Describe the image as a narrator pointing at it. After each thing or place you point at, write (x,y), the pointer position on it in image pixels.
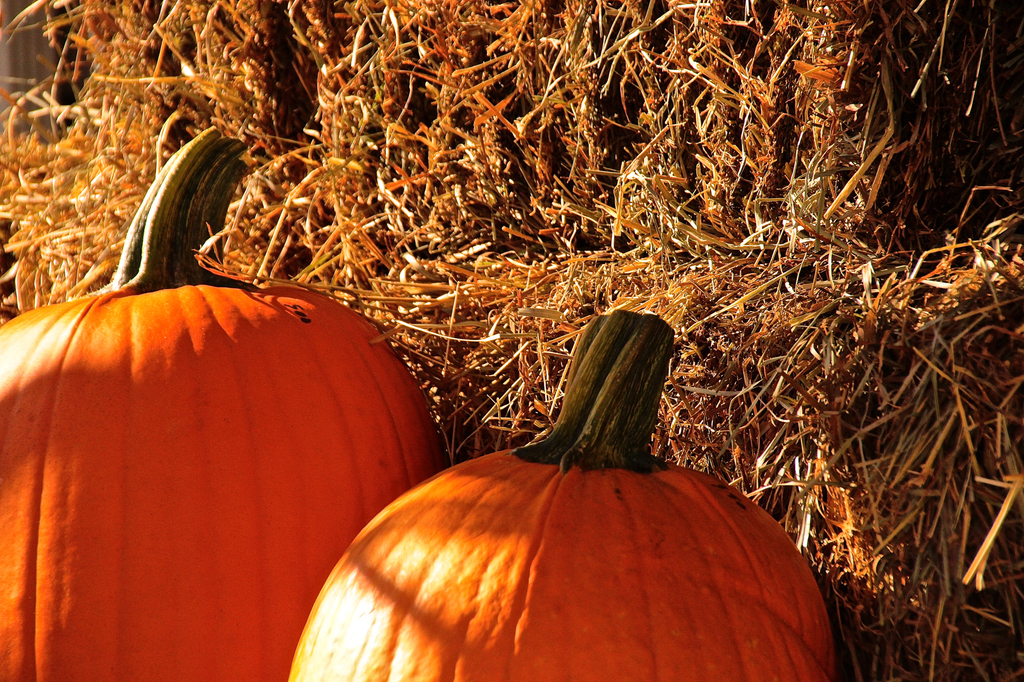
In this picture we can see two pumpkins (277,457) in the front (312,400), in the background (584,217) we can see grass (651,148).
